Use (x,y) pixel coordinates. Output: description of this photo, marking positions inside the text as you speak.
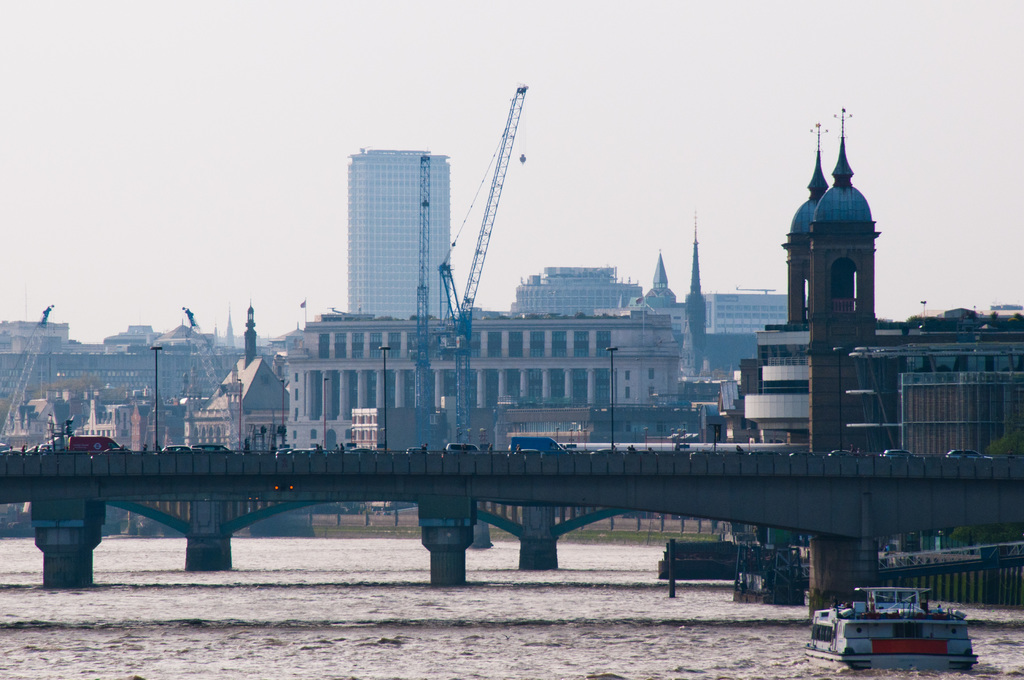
We can see ship (889,596) above the water (346,586) and we can see vehicles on bridge (635,469). In the background (115,418) we can see buildings (406,269), cranes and sky (742,88).
